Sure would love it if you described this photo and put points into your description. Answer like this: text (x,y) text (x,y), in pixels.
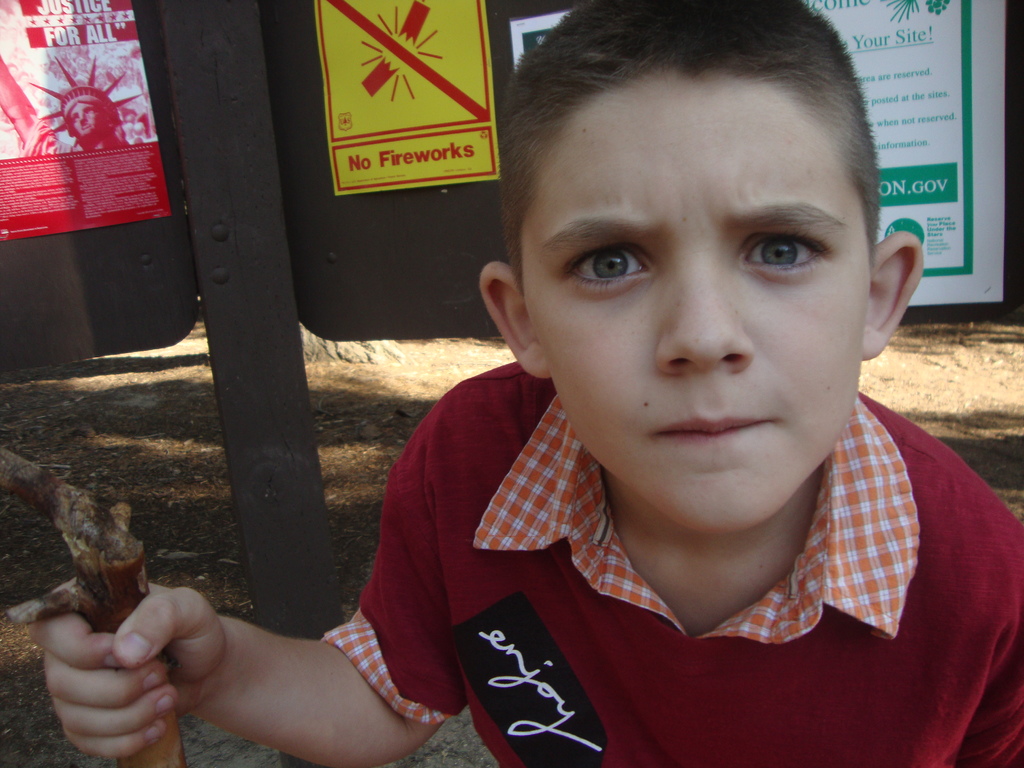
The boy (752,584) in front of the picture wearing the orange check shirt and red T-shirt (550,598) is holding a stick (132,589) in his hand (157,653). Behind him, we see a wooden board (353,221) on which posters (139,145) are pasted. Beside that, we see a white color board (941,147) with some text (898,72) written on it.
